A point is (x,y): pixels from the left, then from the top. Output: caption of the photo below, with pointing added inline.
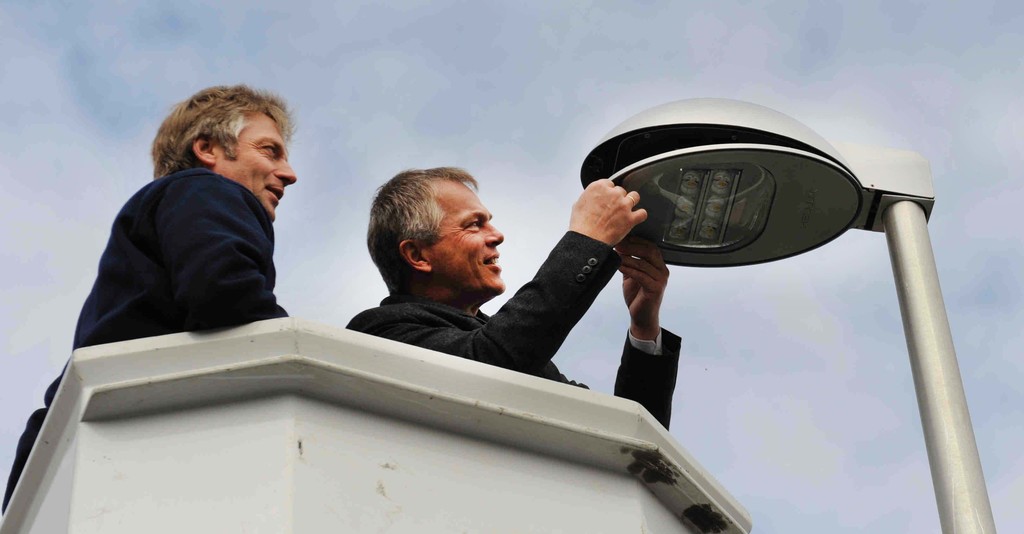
In this picture we can see two men (184,315) smiling, pole (913,284), light (756,250) and in the background (446,116) we can see the sky (647,90) with clouds (783,294).
